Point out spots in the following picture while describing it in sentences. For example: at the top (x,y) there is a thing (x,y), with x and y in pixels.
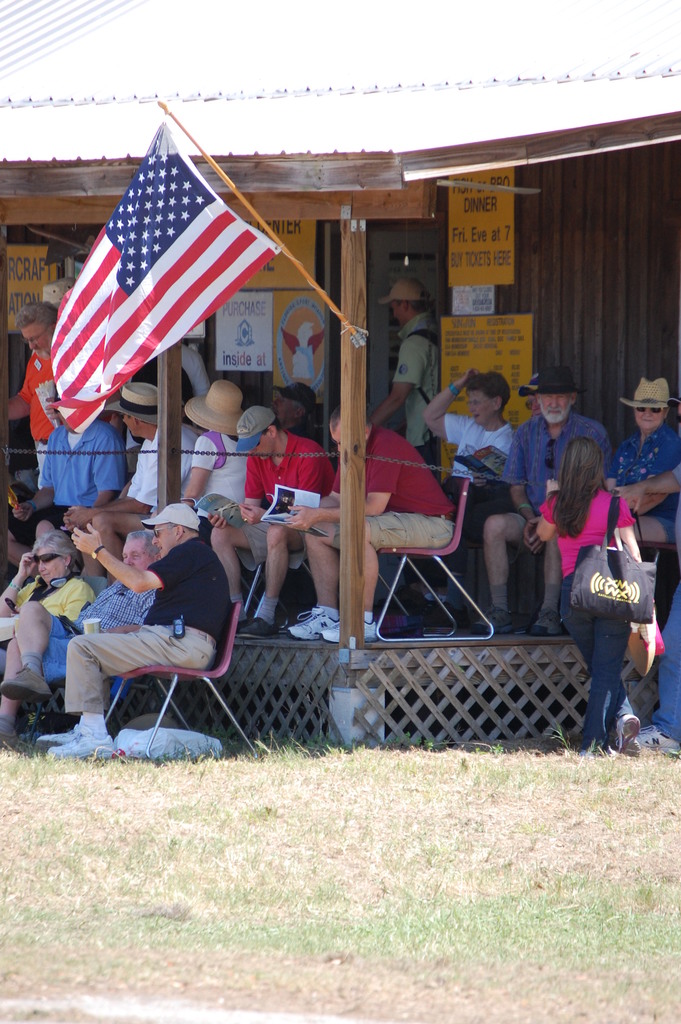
There is a flag (228,206) attached with the pole (357,381). In the background (115,489), there are group of people (87,445). Some of them are sitting and some of them are standing, wall (537,365) which is in brown color, poster (453,330), fencing (653,680) and a carry bag (180,740).
